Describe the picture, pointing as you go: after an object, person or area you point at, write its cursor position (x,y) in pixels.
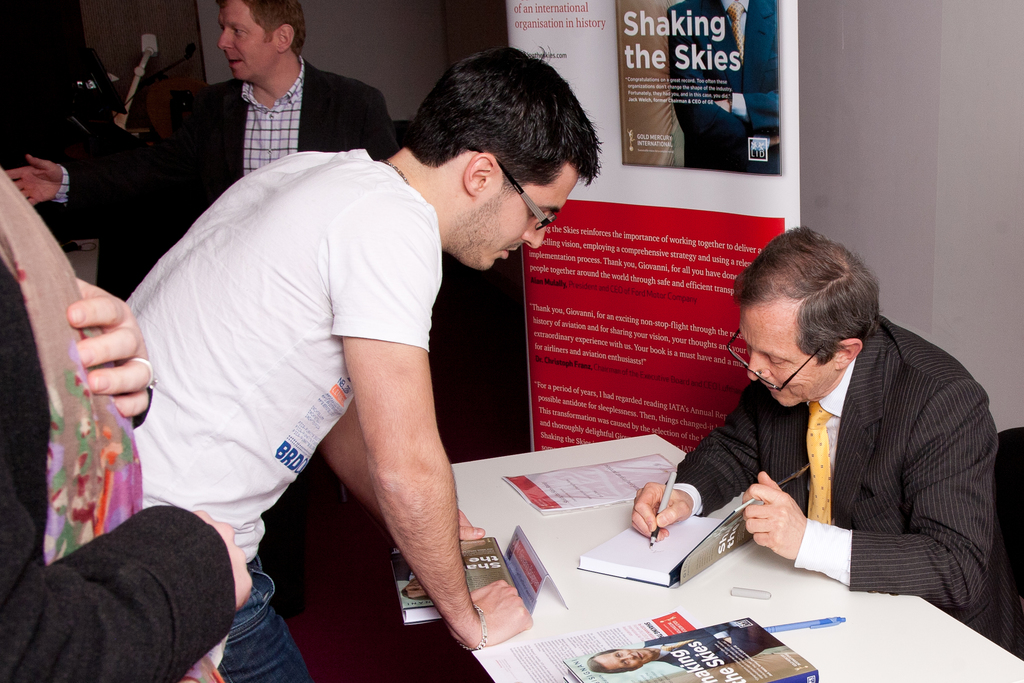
In this picture we can see a man (801,460) wore a blazer (776,452), tie (816,505), spectacles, sitting on a chair (1013,546) and in front of him we can see books (746,638), papers (590,642), pen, board (536,591) on the table (626,596) and some people (258,80) are standing on the floor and in the background (515,4) we can see a poster (633,70), walls (360,64) and some objects (153,40).
